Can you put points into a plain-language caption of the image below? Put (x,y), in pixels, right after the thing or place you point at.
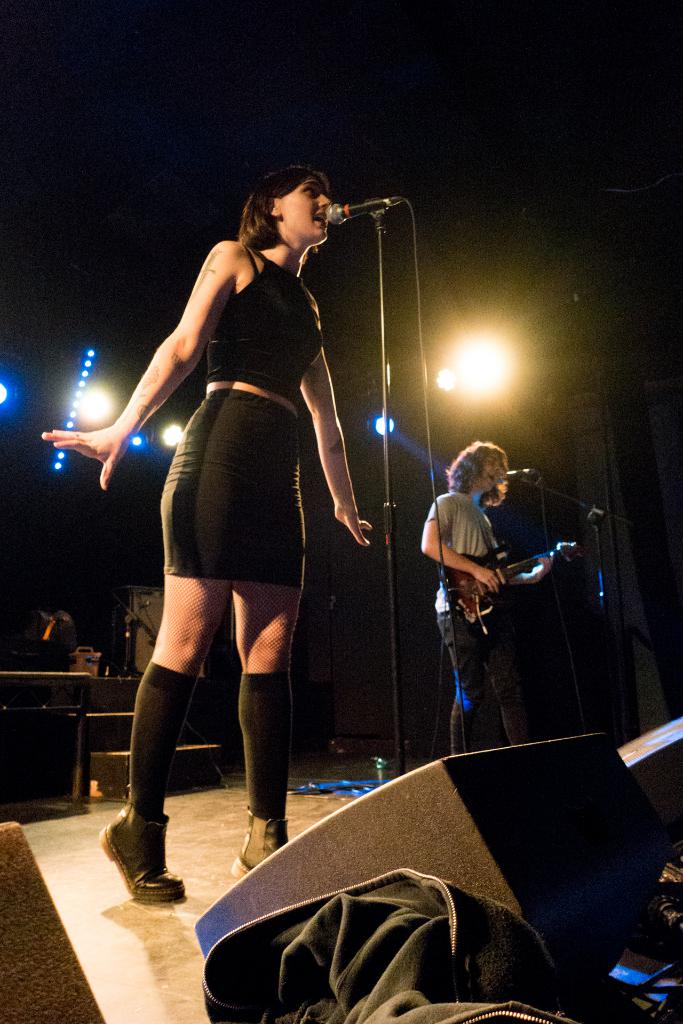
In this image I can see the stage (167,927), a cloth (354,888), two persons (270,534) standing, two microphones (329,211) and I can see one of the person (461,629) is holding a musical instrument (535,568). I can see few lights (171,438) and the dark background (594,50).
